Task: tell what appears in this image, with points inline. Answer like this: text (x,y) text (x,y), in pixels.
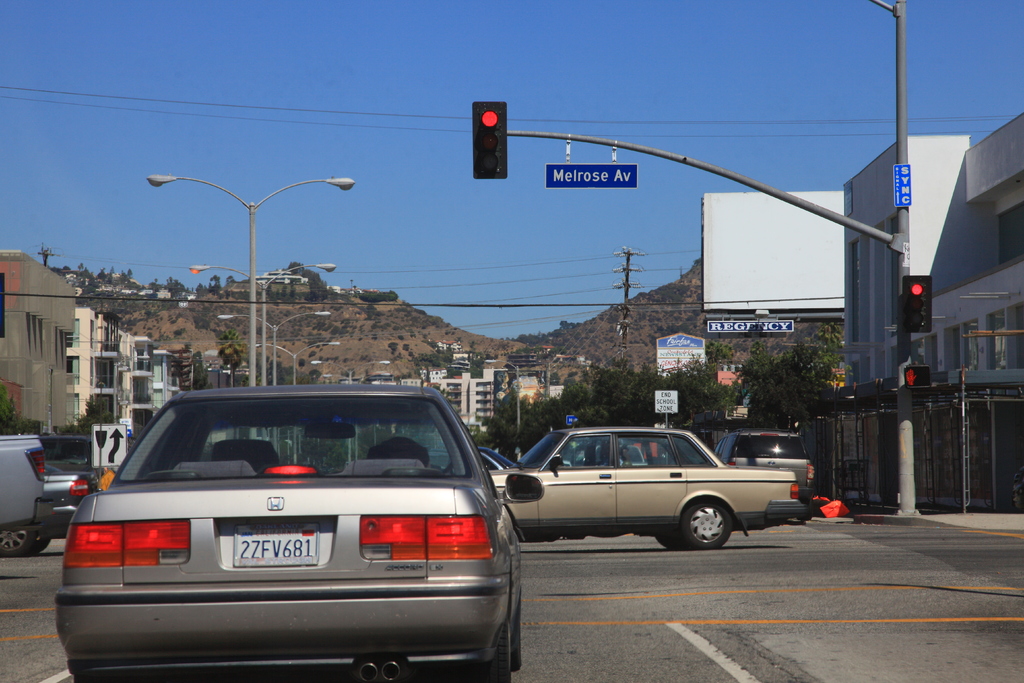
In this picture we can see vehicles (399,429) on the road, boards (113,445), lights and traffic signals (912,305) attached to the poles (909,416). We can see buildings (469,379) and trees (761,423). In the background of the image (317,251) we can see the sky (536,286).
